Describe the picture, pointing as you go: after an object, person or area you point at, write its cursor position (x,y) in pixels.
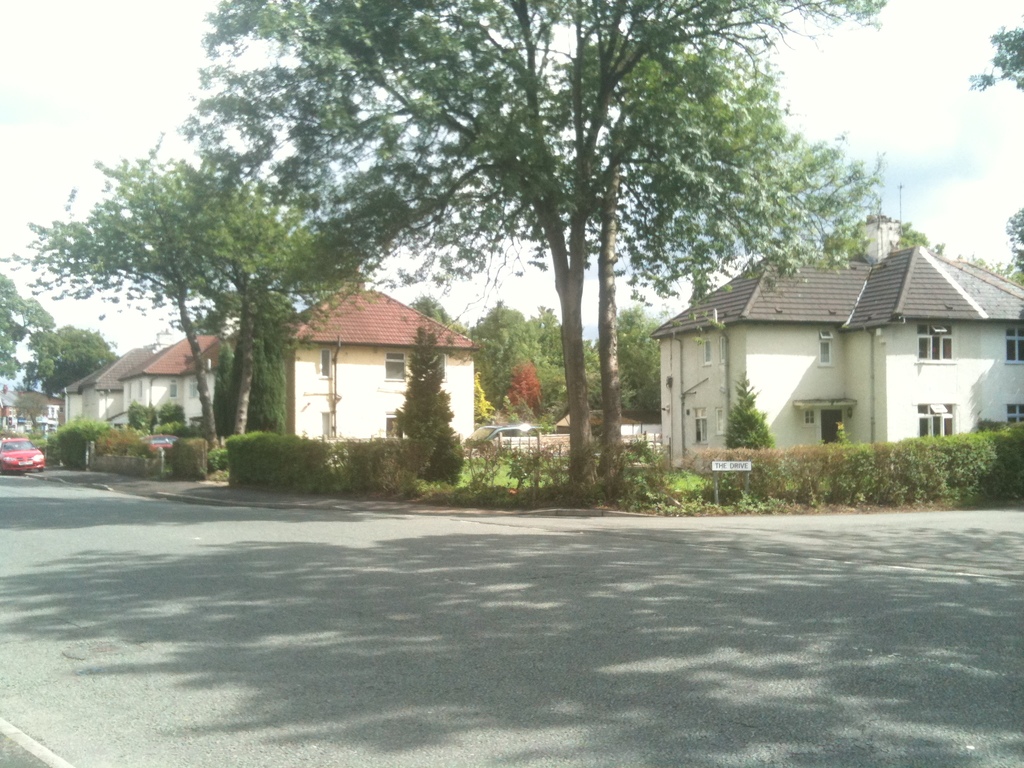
At the bottom of the image (664,645) we can see road (636,531). In the center of the image (435,393) we can see trees (612,424). On the right (768,327) and left side of the image (255,427) we can see houses (76,403) and trees (77,371). In the background (638,317) we can see trees (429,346), sky (593,318) and clouds (942,84).
